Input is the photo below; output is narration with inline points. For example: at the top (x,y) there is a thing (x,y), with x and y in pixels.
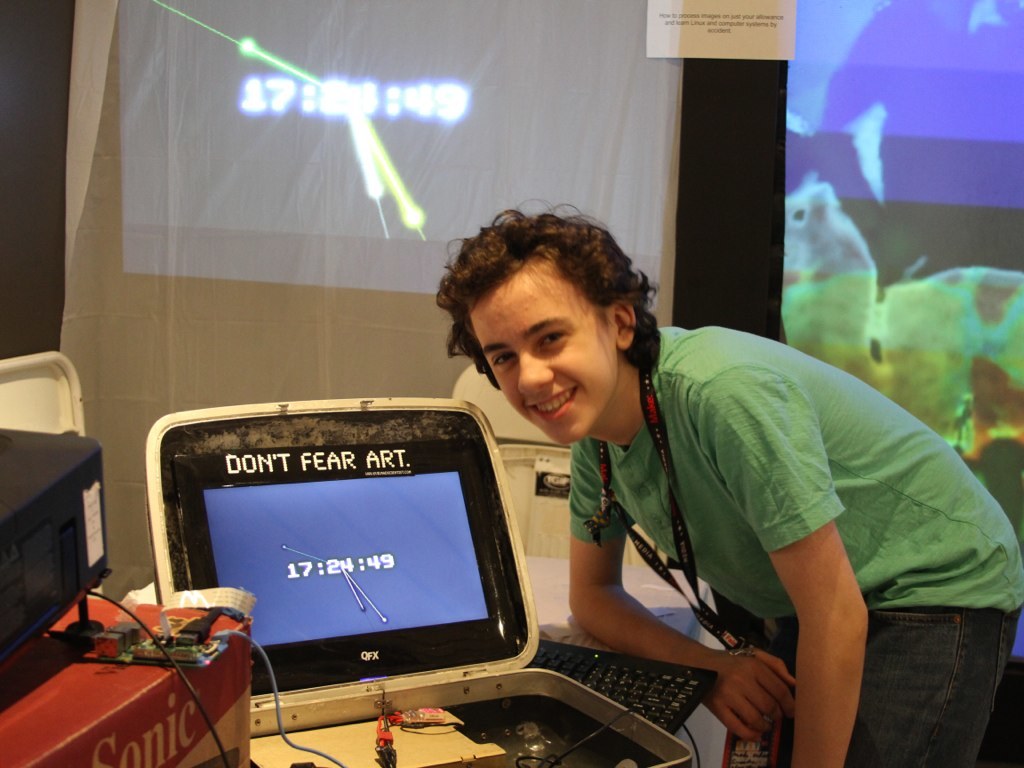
On the right side of the image (919,539) we can see a person (747,455) is bending and wearing a dress (887,561) and id card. On the left side of the image (187,496) we can see a screen (369,659), keyboard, projector (36,610), box (24,766) and some other objects (528,752). In the background of the image (298,180) we can see the screens (483,165), wallpaper (679,15). In the paper (694,54), we can see the text (762,24).
